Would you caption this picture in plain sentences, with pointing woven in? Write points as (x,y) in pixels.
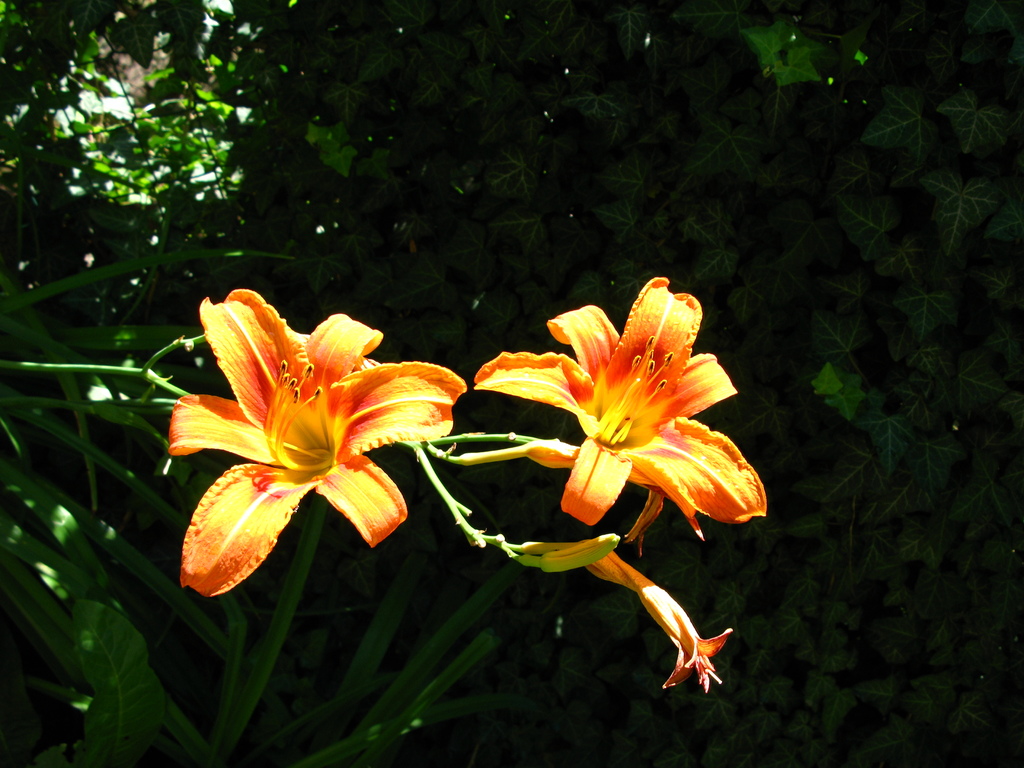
In this image I can see yellow colour flowers (326,419) and number of green colour leaves (33,618). I can also see this image is little bit in dark from background (921,53).
